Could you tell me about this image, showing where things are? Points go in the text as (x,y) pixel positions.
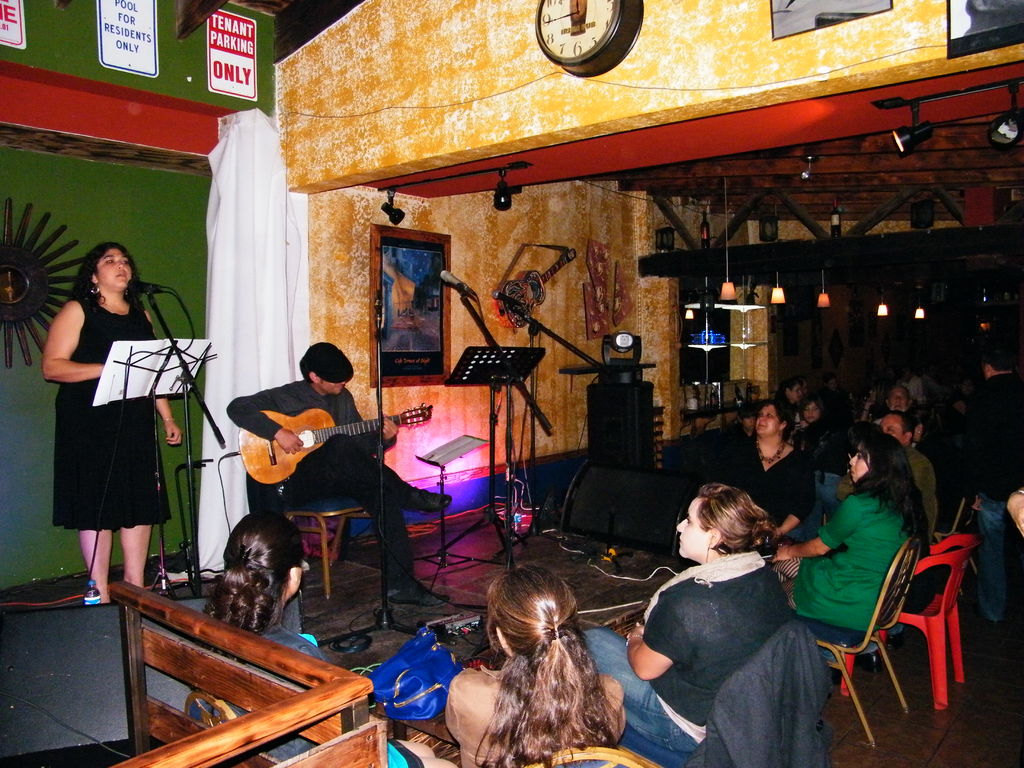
In the image we can see there are people (834,428) who are sitting on chair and on the stage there is a woman (130,425) who is standing and the man (328,463) is sitting and holding guitar (303,421) in his hand (286,440).
